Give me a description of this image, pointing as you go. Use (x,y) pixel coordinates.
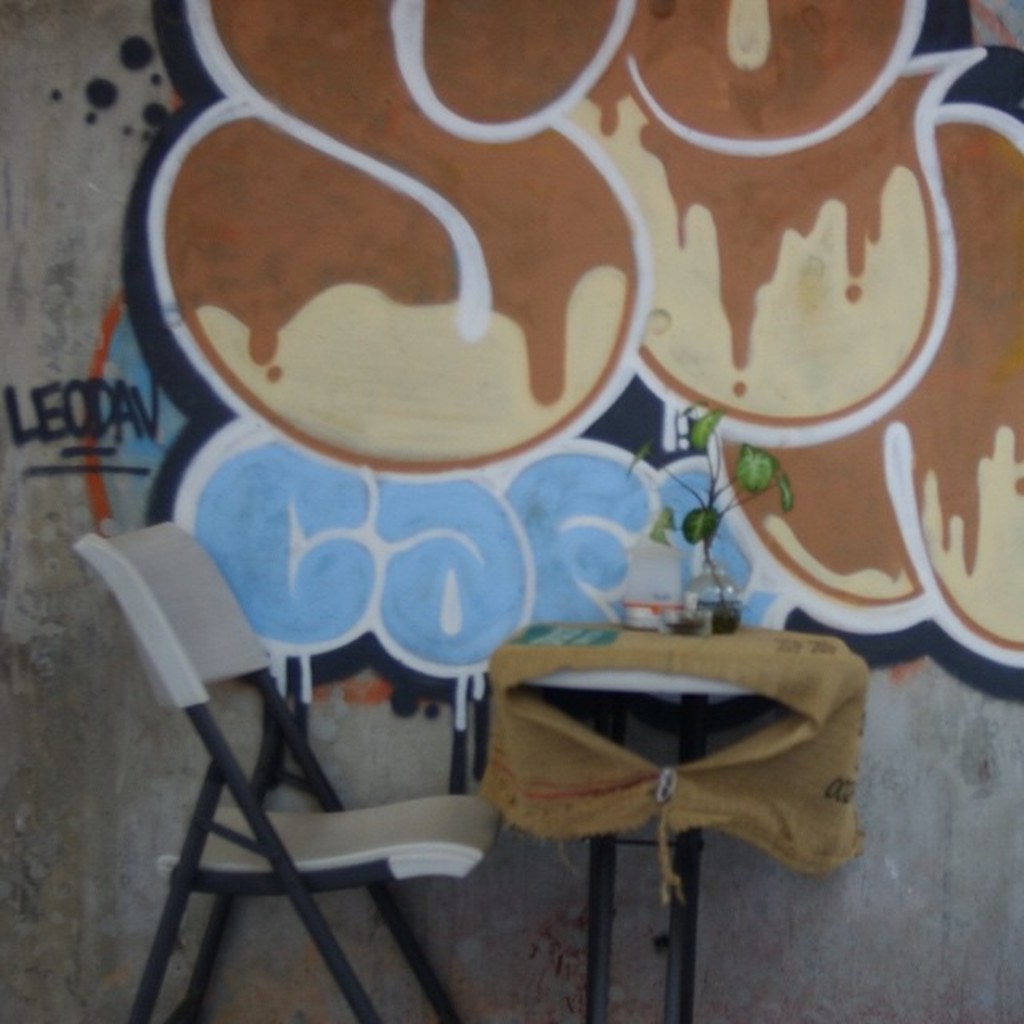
In this image we can see a chair (311,819) and a table (696,673) covered with cloth (711,761) and there is a potted plant (714,590) and an object (683,618) on table (679,664) and a painting (235,230) on the wall (481,420).
